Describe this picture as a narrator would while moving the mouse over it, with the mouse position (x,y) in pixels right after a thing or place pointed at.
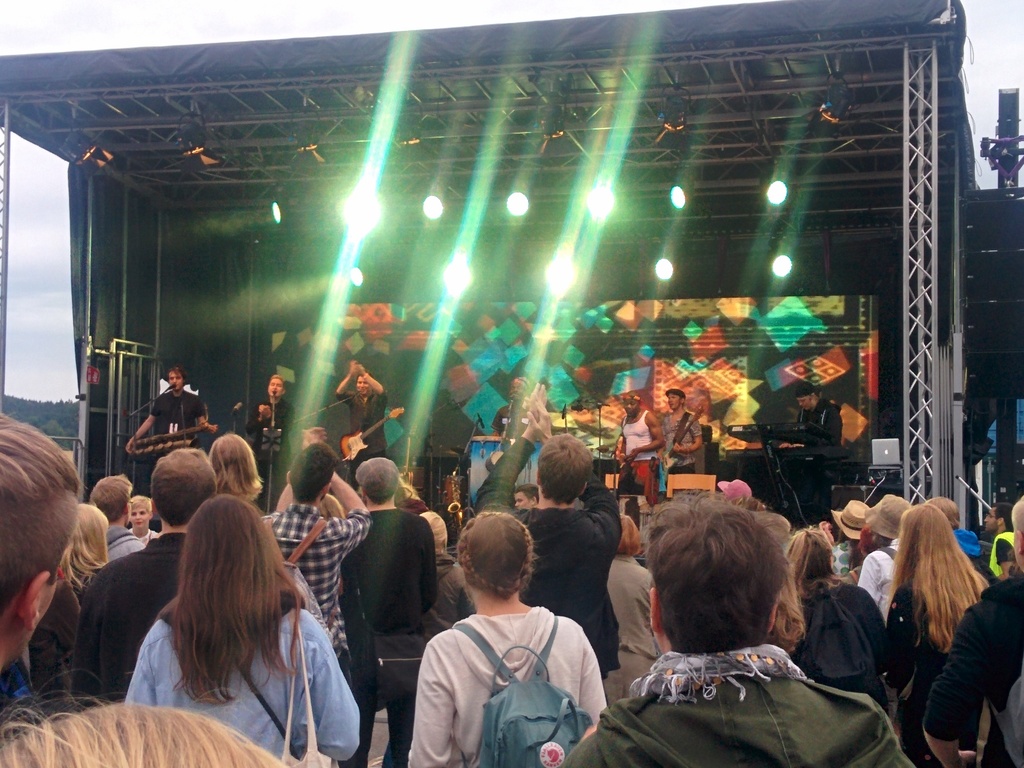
In this picture we can see a group of people (157,716) carrying bags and in front of them we can see some people (830,411), musical instruments (172,437), mics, laptop (888,454) on stage (729,464), some objects (676,197) and in the background (58,434) we can see trees (17,410) and the sky (20,340).
